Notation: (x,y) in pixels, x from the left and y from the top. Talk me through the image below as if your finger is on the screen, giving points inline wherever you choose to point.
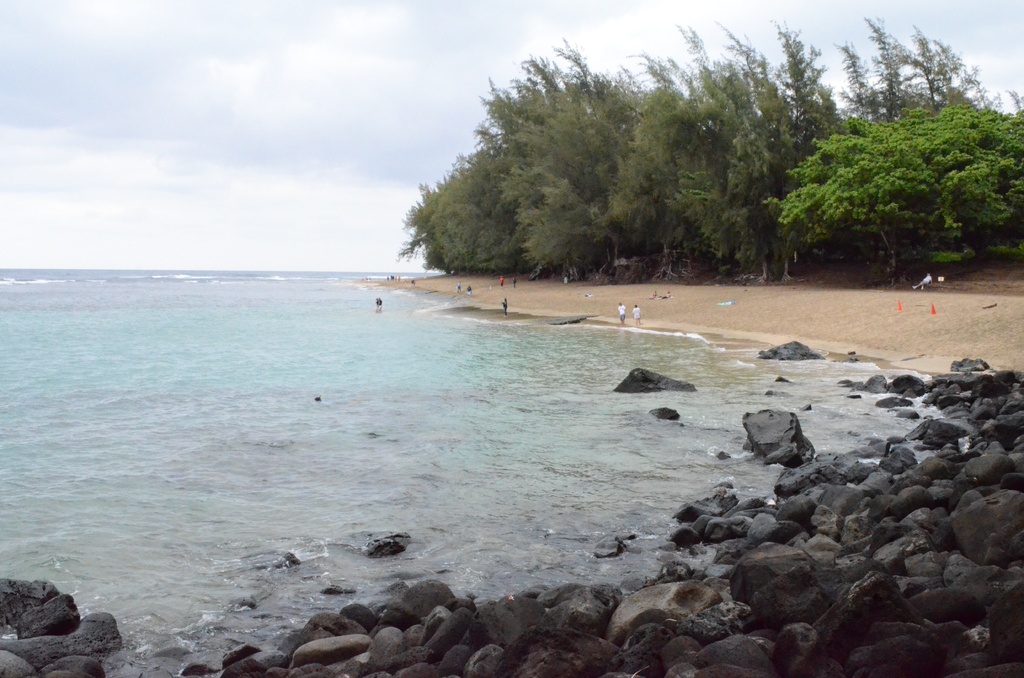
In the foreground (243,607) we can see the stones (746,557) on the side of a beach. Here we can see the ocean (304,308). Here we can see a few people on the side of a beach (679,322). Here we can see the trees (727,118). This is a sky (364,251) with clouds (83,38).
